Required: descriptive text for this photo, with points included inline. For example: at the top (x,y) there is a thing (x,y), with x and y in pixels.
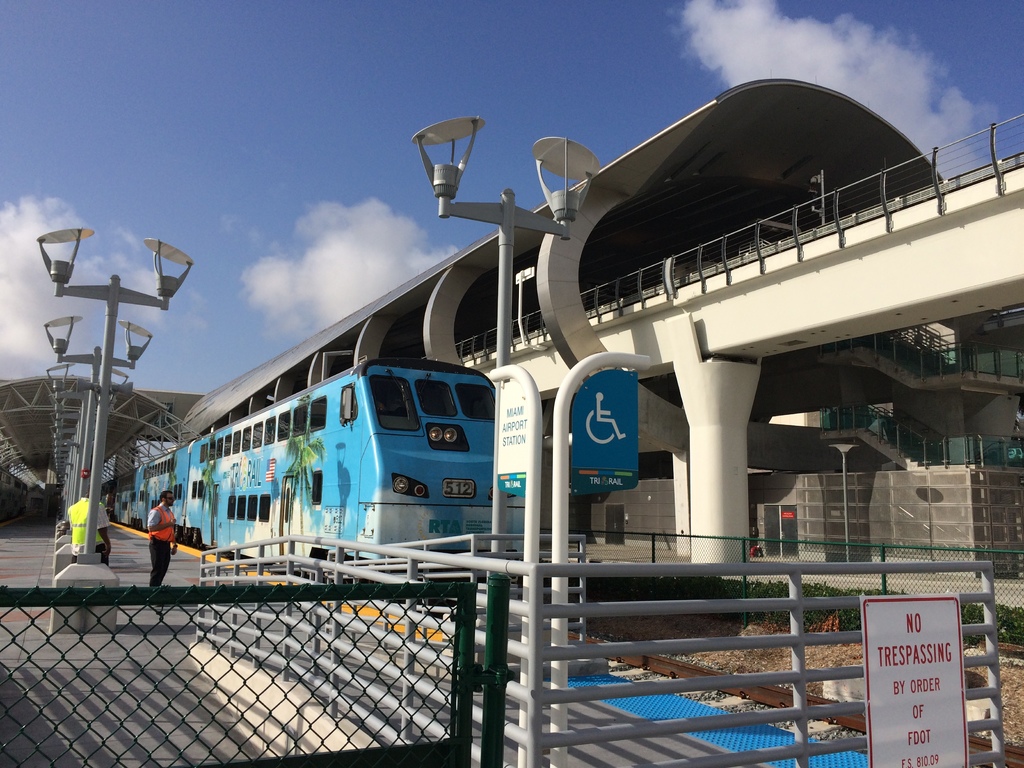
In this picture I can see there are a few people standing here at left side (180,559) platform (148,623) and there is a train (186,513) here at left side (338,506). There is a bridge (699,289) at right side (711,340) and there is a fence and there are few poles (116,304) here.
